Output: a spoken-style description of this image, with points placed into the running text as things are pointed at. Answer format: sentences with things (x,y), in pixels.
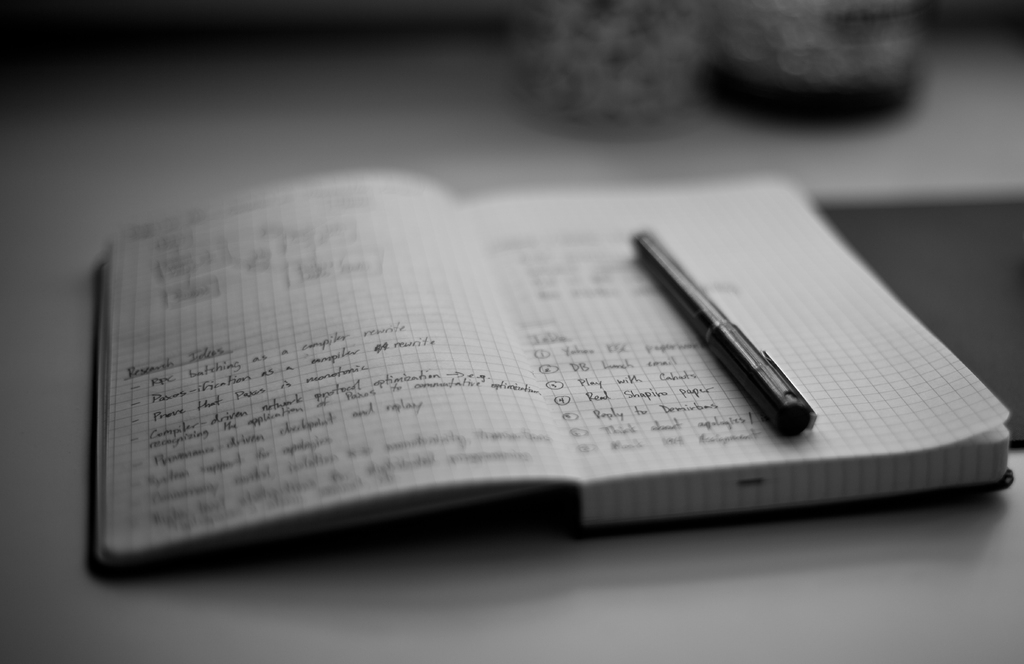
This image is a black and white image. At the bottom of the image (449,599) there is a table (84,355) with two cups (832,87) and a book (666,387) on it. In the middle of the image (398,343) there is an opened book (438,396) with a text (528,393) and there is a pen (686,296) on the book (810,349).
